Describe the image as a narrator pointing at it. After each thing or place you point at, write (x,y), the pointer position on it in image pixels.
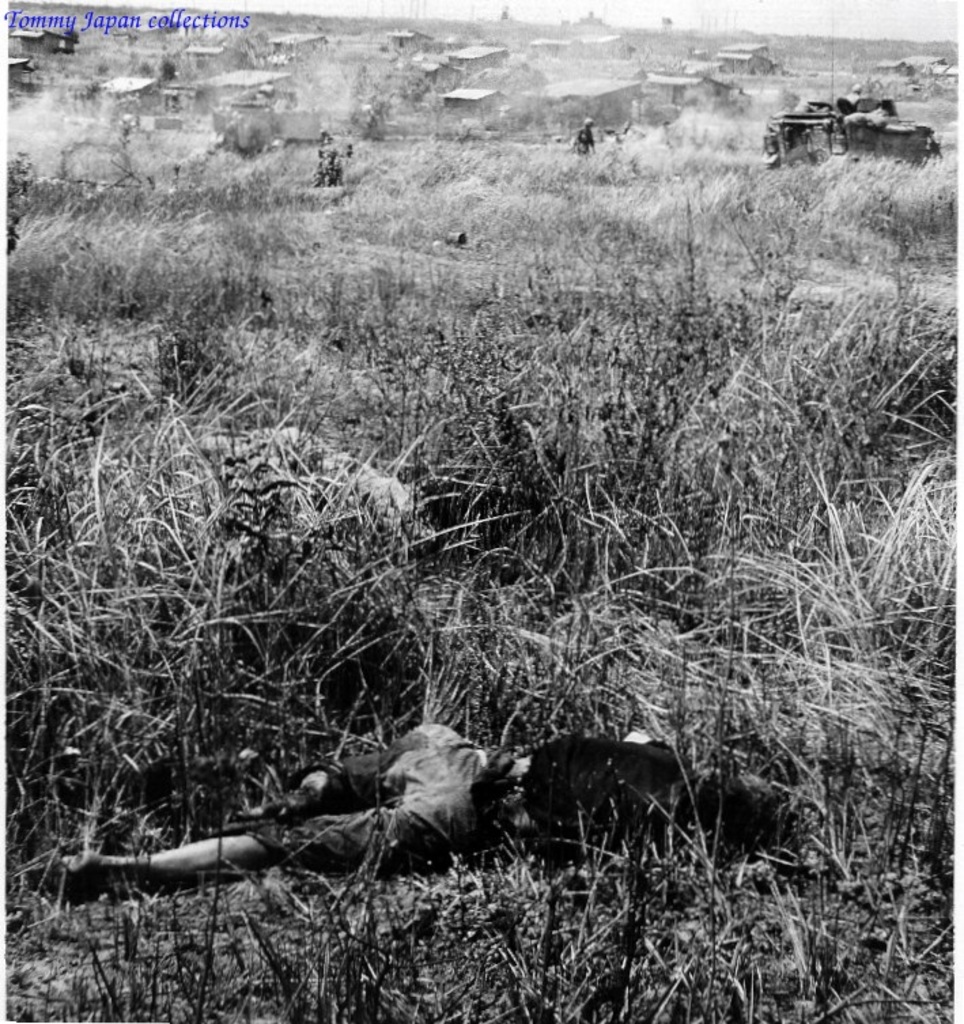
This is a black and white picture, in this image we can see some houses (268,79), grass (325,443) and vehicle (785,133), there are some persons (420,836), among them, some persons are standing and one person (438,832) is lying on the ground (416,890).
